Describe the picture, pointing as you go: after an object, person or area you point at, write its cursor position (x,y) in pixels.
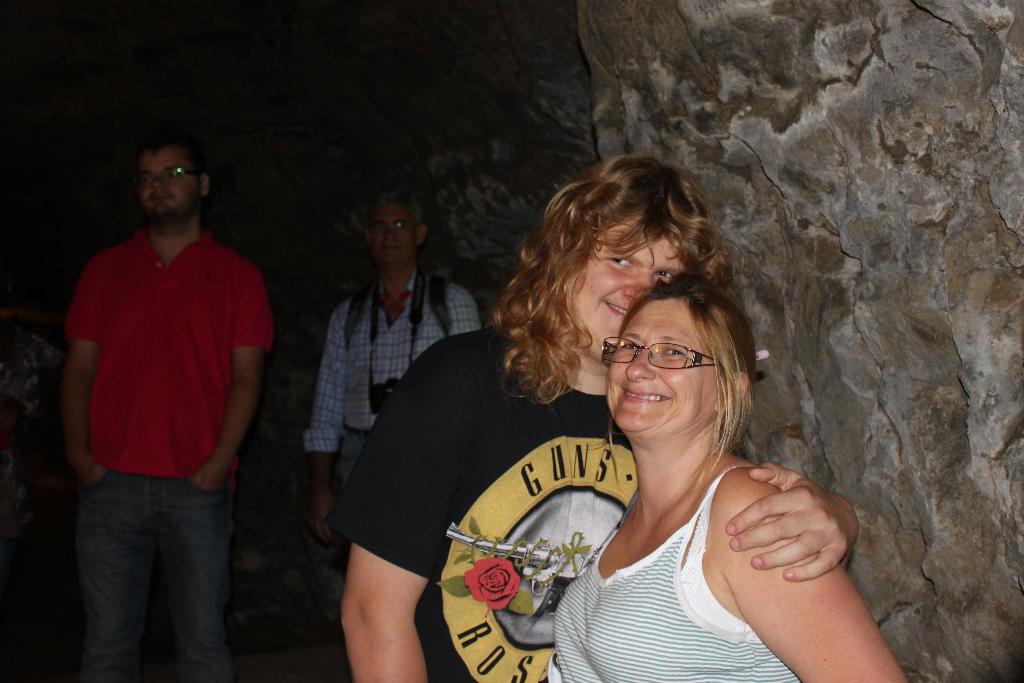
In the middle of the image (662,250) two persons (707,469) are standing and smiling. Behind them there is a wall (492,140). Bottom left side of the image (133,475) two persons (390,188) are standing.
